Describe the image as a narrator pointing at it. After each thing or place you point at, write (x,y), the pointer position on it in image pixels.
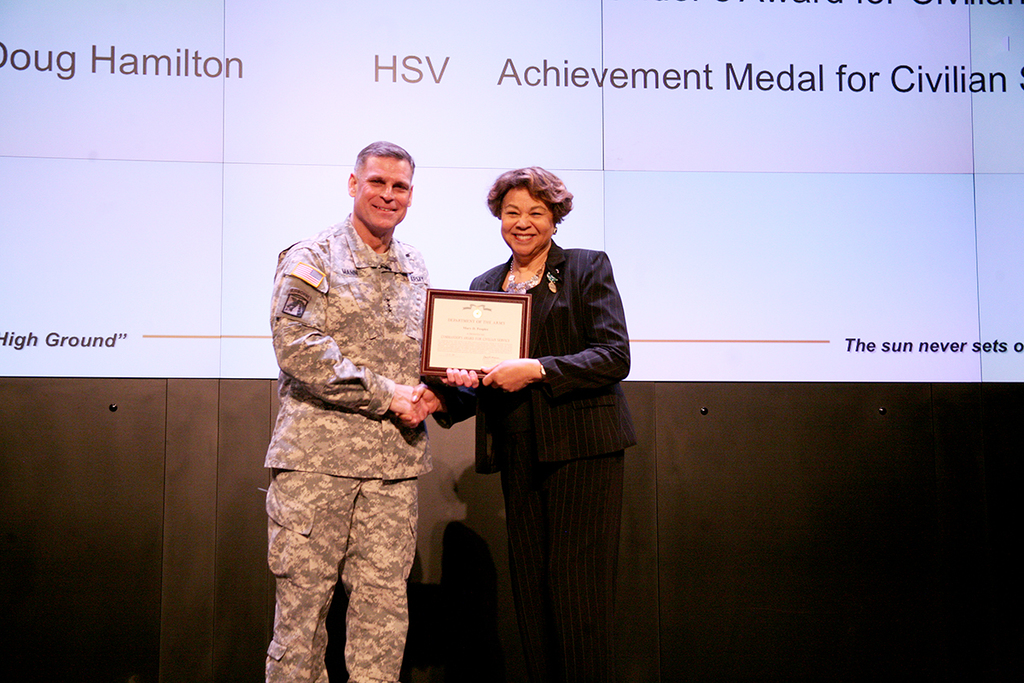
As we can see in the image there is a screen (591,126), photo frame (429,329) and two people (401,271) standing. The woman (536,346) is wearing black color jacket (567,323) and the man (385,306) is wearing military dress (387,340).
